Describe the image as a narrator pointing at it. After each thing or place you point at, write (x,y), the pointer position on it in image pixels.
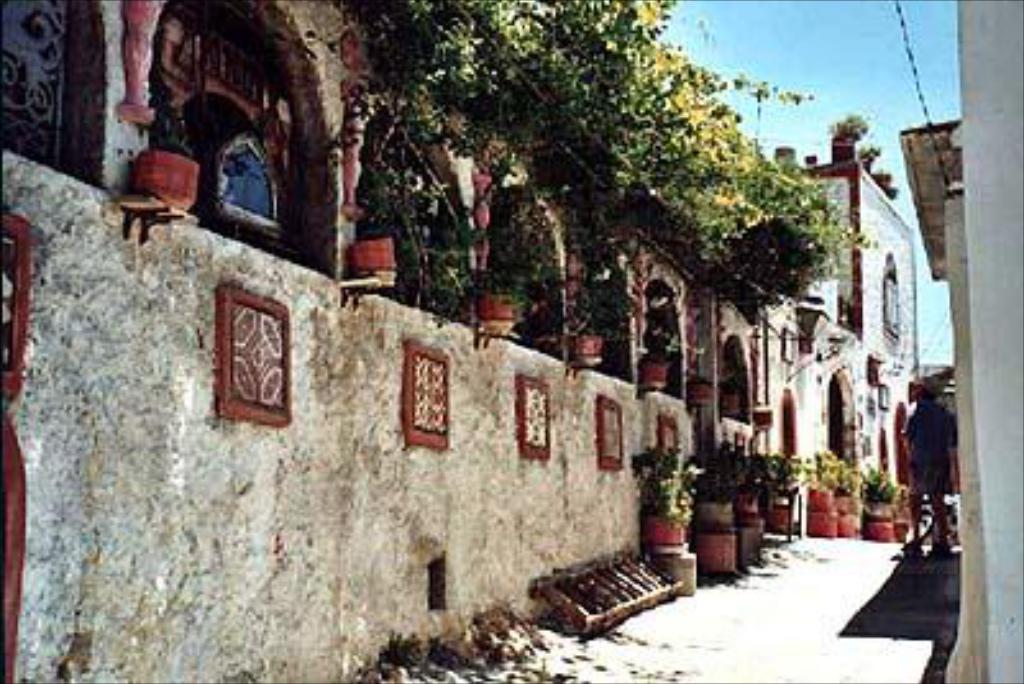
In this picture we can see house plants (717,499), ladder (571,594), buildings (989,377), trees (662,170) and some objects (812,322) and a person (928,393) standing on the ground (885,568) and in the background (832,123) we can see the sky (859,29).
